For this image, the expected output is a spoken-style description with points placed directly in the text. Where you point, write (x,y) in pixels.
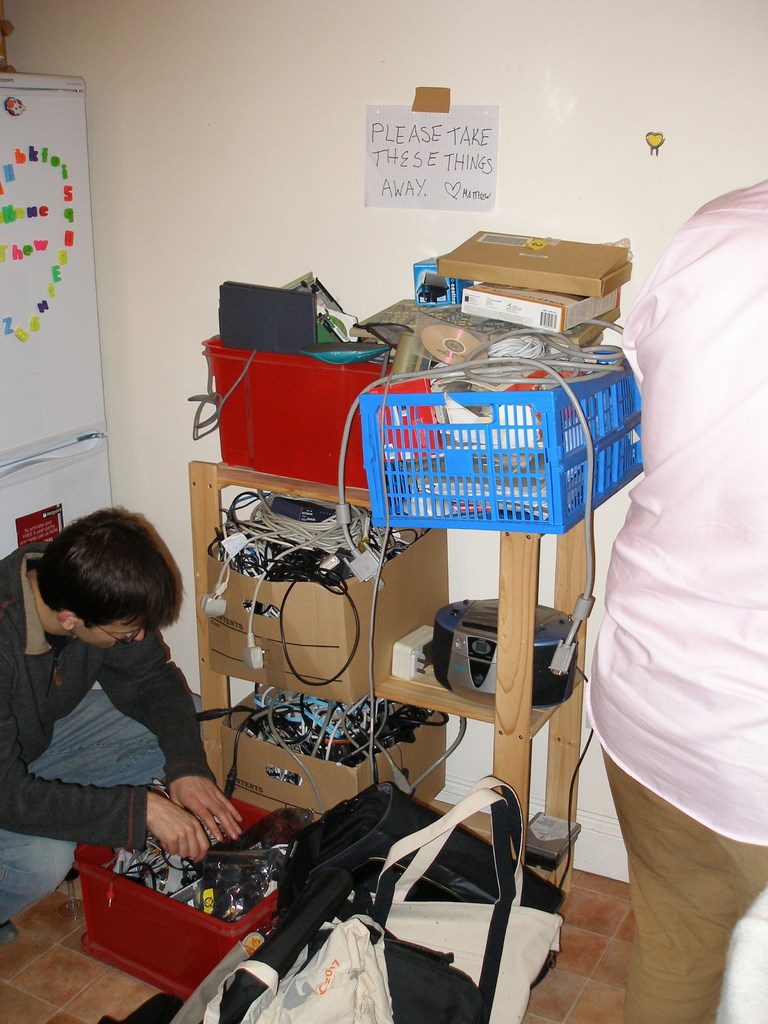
In the image there is a table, on the table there are some baskets (482,518) and boxes (300,642), in the boxes (317,593) there are some wires (581,367) and books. On the right side of the image (668,537) a person (652,940) is standing. In the bottom left side of the image (113,753) a man (170,597) is sitting. Behind them there is a wall (192,42), on the wall (192,42) there is a poster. Behind him there is a refrigerator (75,93).
